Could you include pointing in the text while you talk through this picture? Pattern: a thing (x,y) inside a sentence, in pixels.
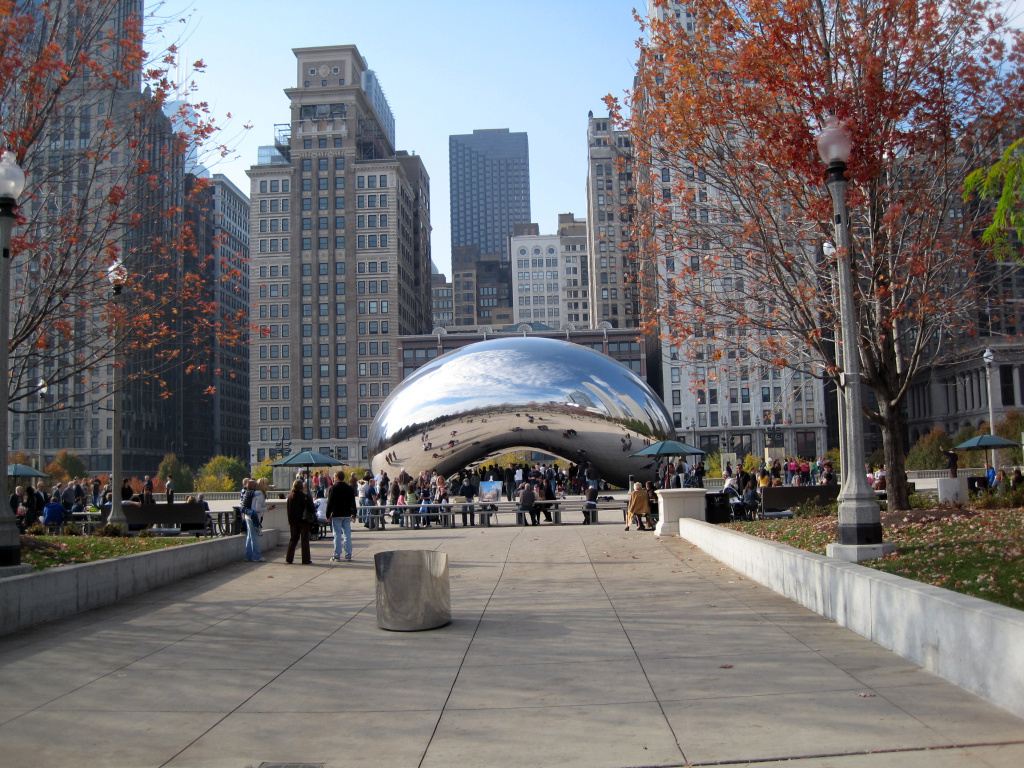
In this picture there are few people (467,491) standing and there is an object (572,400) in front of them and there are few trees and buildings (615,232) in the background (99,411).
